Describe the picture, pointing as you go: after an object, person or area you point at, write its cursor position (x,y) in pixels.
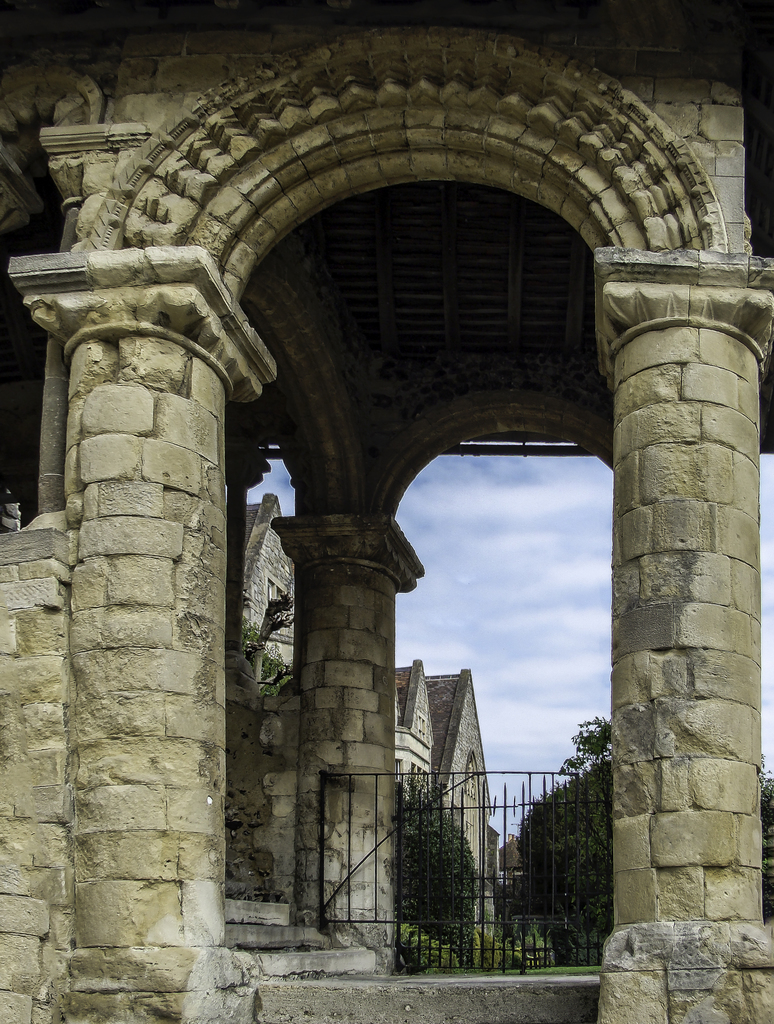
In this picture we can see pillars (97,889), wall (13,654) and grille (522,796), through this grille (473,848) we can see trees (544,877), grass (570,968) and plants (565,954). In the background of the image (448,742) we can see buildings (452,733) and sky (550,643).
